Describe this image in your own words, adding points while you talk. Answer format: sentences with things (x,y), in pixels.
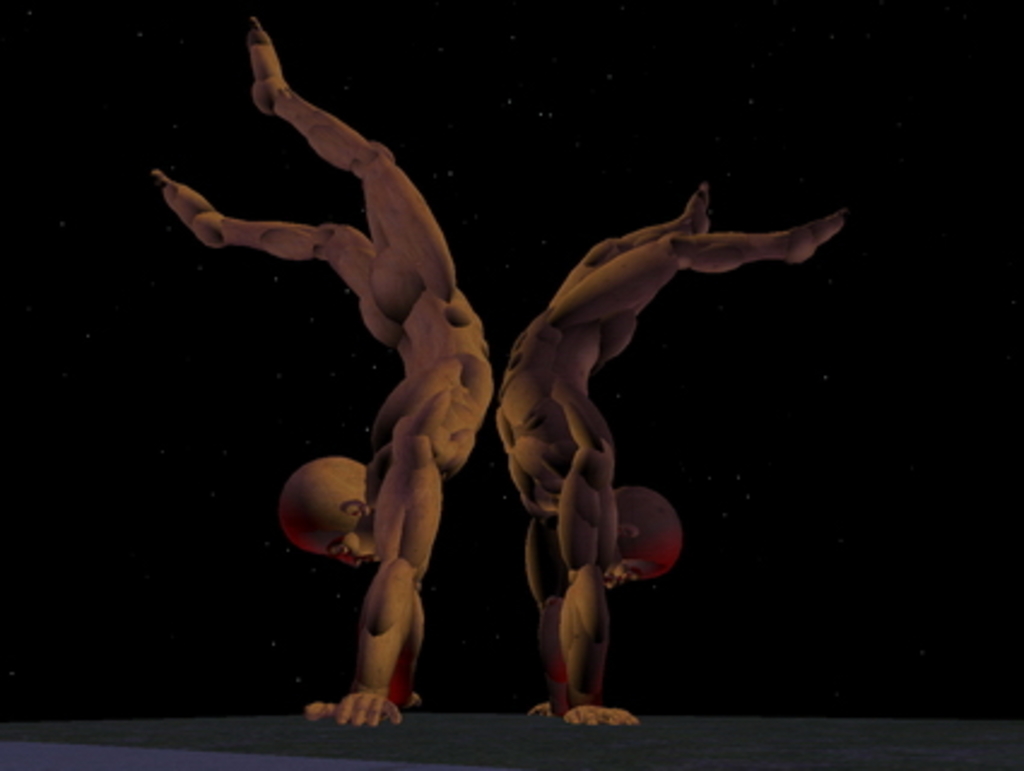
this image there is a painting (383,209). Two persons (582,535) are upside down. They are keeping the hands (581,717) on the land (459,733). Background (993,540) is in black color.
